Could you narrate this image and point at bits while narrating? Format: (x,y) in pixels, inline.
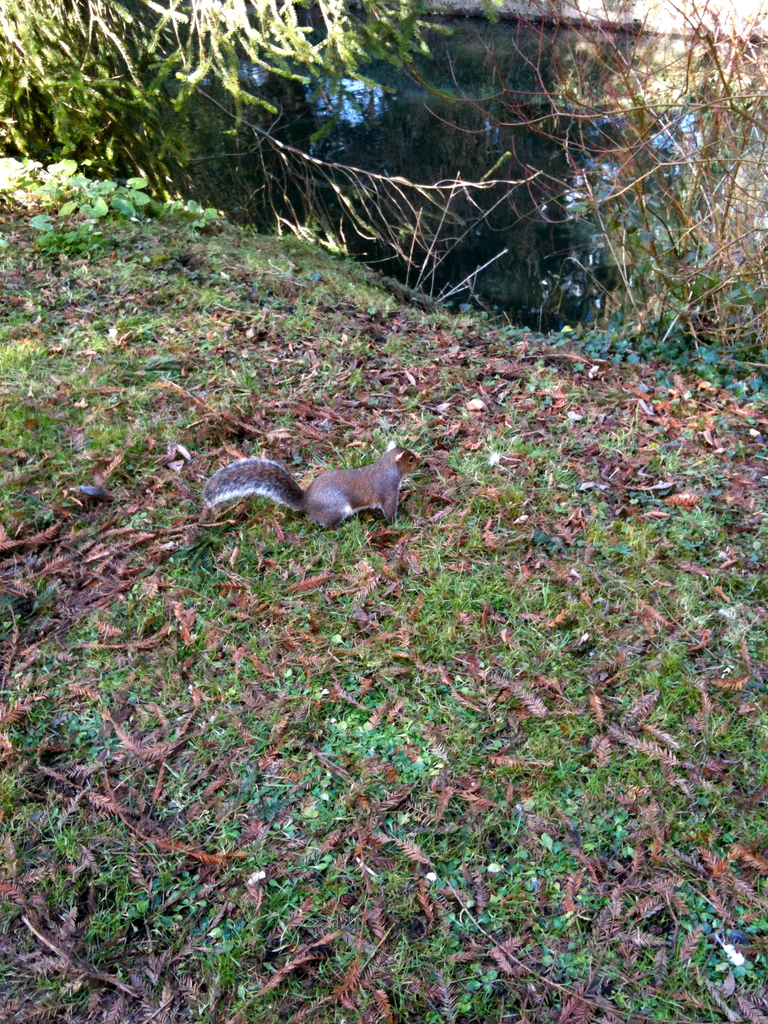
There is a squirrel (384,499) on the ground (301,534). On the ground (305,766) there are dried leaves (244,829) and plants (185,699). At the top (423,152) there is water (418,140) and branches (258,131) of a tree (9,49). Also there is a plant (689,222).
